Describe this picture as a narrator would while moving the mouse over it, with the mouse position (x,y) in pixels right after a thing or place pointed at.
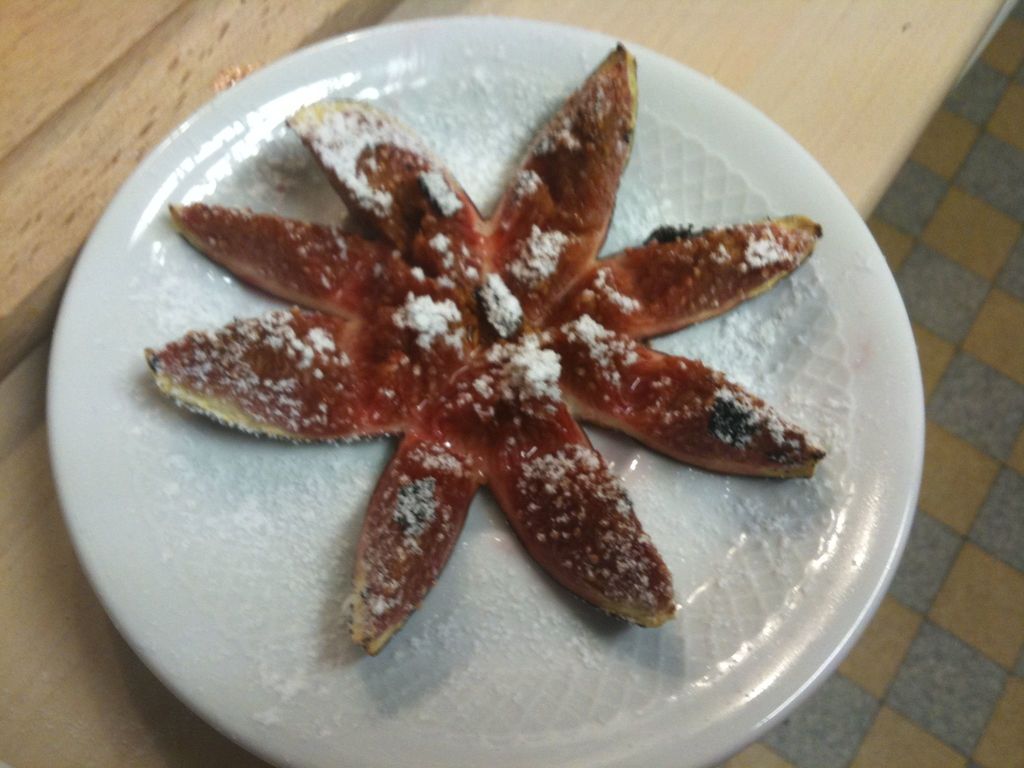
In this image I can see the plate (317,203) with food (388,371). The plate (447,661) is in white color and the food (540,440) is in red color. The plate (796,198) is on the table (165,59). To the side I can see the floor (962,569).
